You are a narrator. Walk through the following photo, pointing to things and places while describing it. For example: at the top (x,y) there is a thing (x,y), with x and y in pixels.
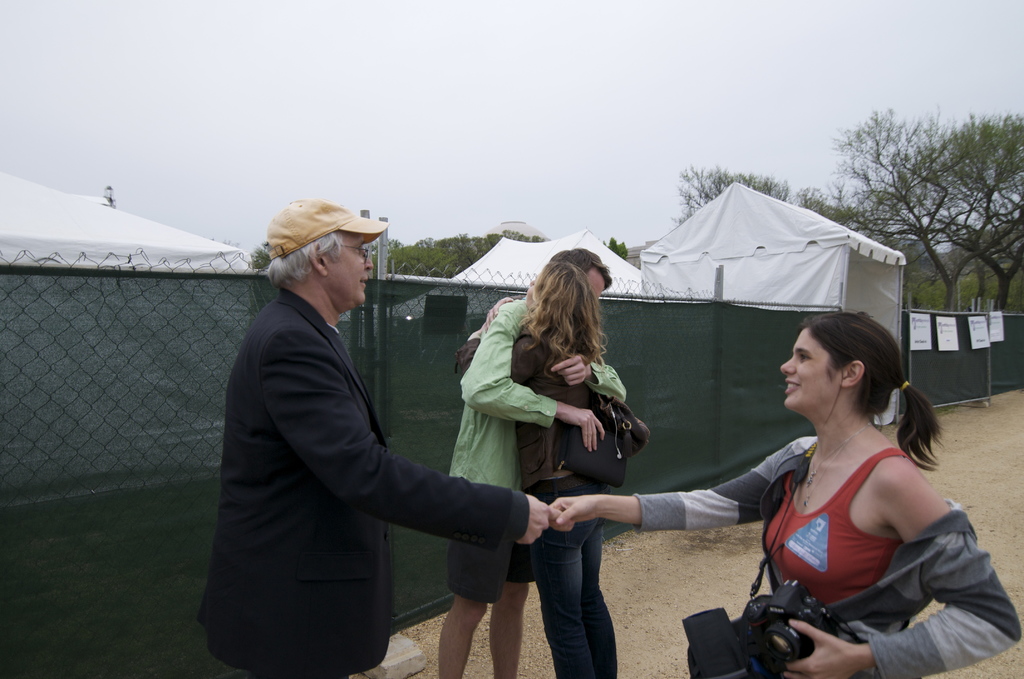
Here in this picture in the front (562,501) we can see a man (537,509) and a woman (804,481) shaking hands (533,516) and smiling and we can see the woman (766,534) is carrying a camera (751,610) in her hand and beside them we can see two people (507,347) hugging with each other and the woman (569,385) is carrying a bag (564,425) and behind them we can see a fencing (450,310), which is covered with cloth (409,543) over there and we can also see tents (46,209) present over there and in the far we can see boards (925,331) present on the fencing (965,327) and we can see trees (614,252) present over there and we can also see clouds (485,151) in the sky (369,111) over there.
